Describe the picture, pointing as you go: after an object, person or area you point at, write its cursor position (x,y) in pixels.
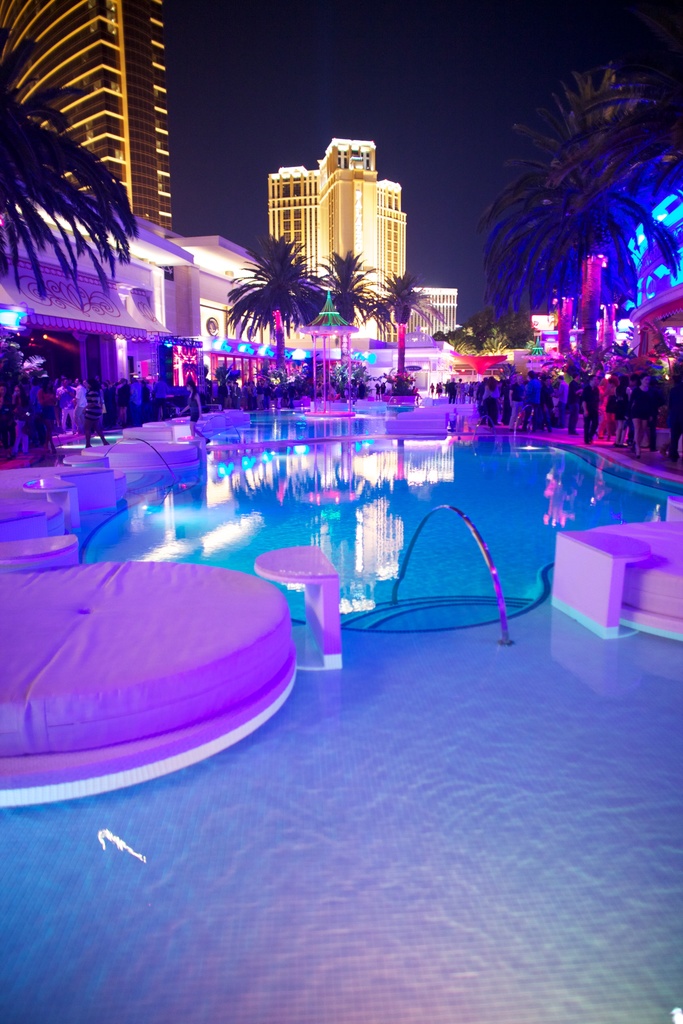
In this image I can see in the middle (360,516) it looks like a swimming pool (444,576). On the right side (642,417) there are people (634,412), at the back side (183,286) there are trees (301,284) and buildings (220,300) with lights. At the top (331,54) it is the sky (337,54).
